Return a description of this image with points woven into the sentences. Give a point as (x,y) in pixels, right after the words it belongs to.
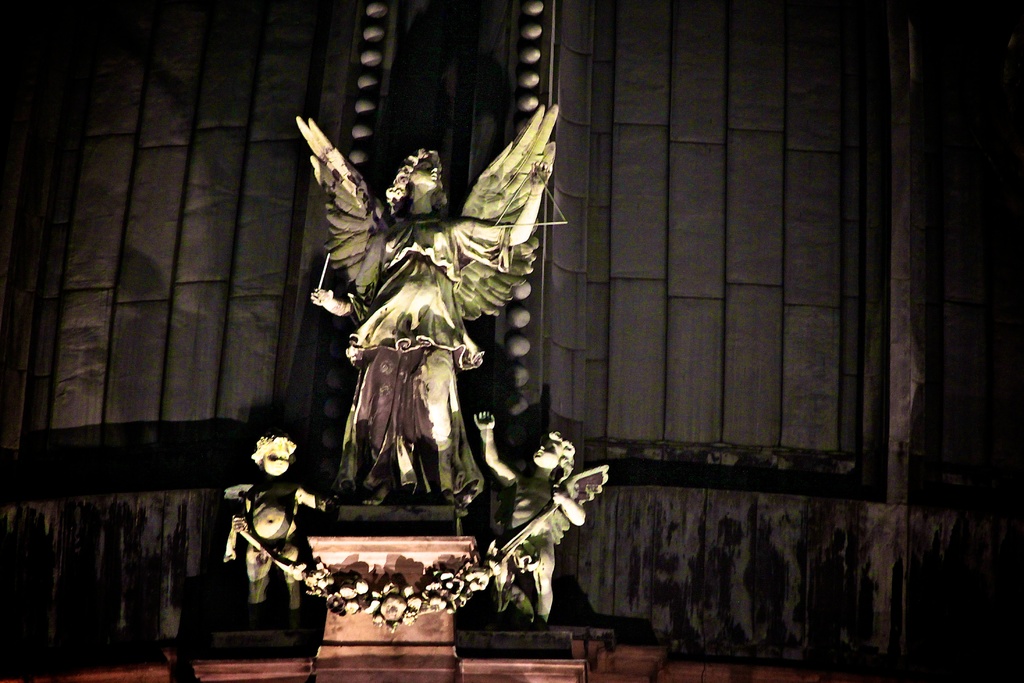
In this image, in the middle (394,320), we can see a statue (543,475). In the background (532,328), we can see black color.
